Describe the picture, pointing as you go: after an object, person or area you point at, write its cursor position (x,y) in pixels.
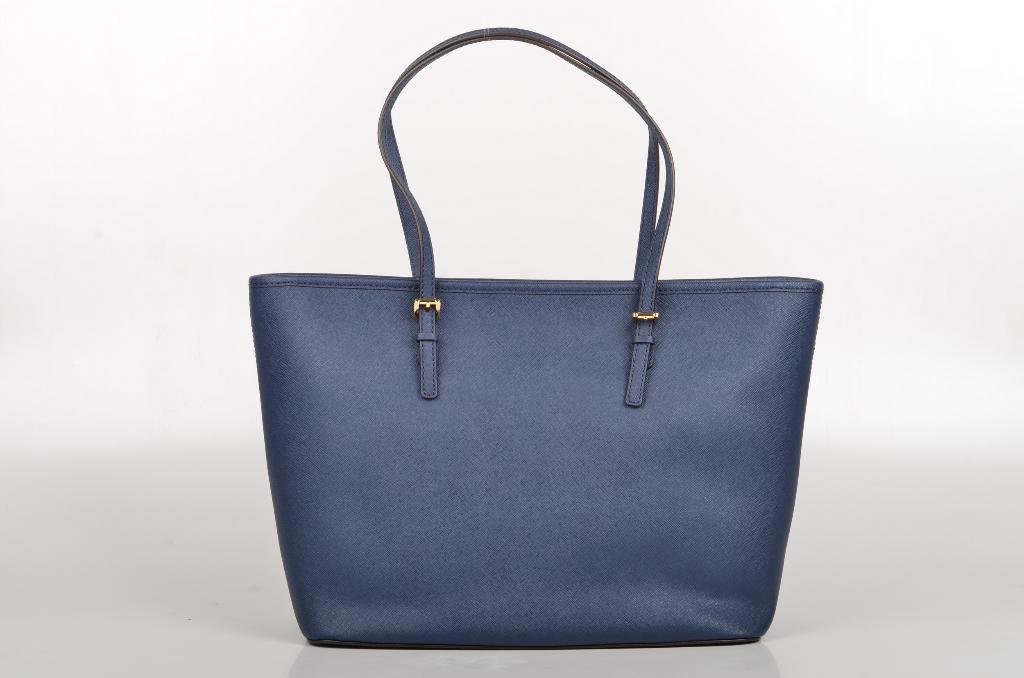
This image consists of a bag (545,352) which is in blue color. It has a handle (421,318) to it.
